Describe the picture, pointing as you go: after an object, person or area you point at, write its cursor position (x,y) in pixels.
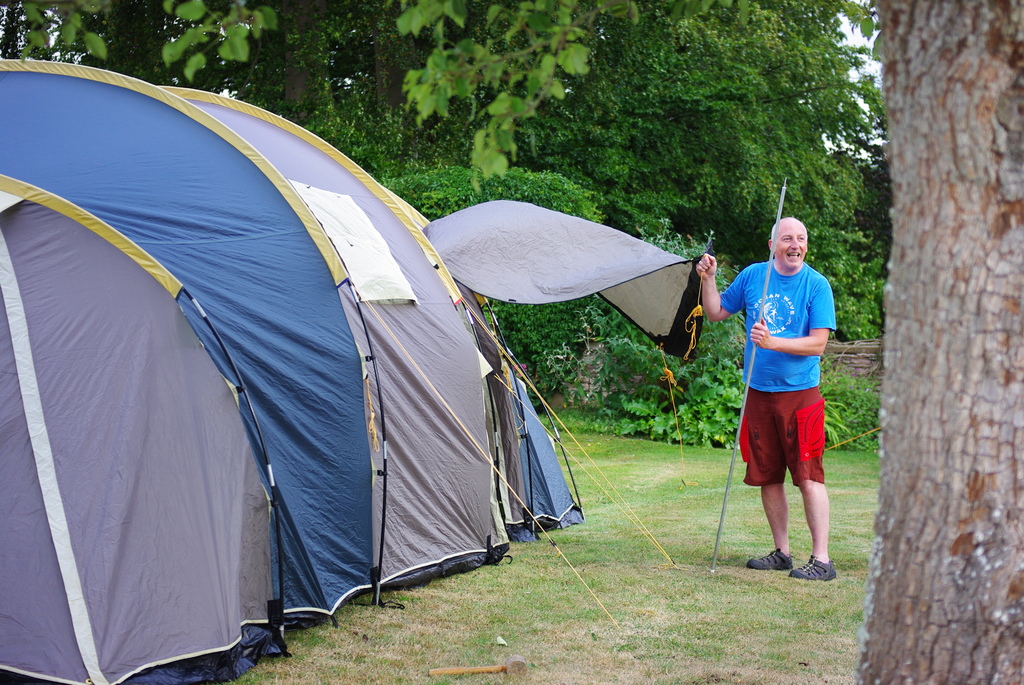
On the right side of the image (786,460), we can see tree trunk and person (772,426) is standing and holding a metal rod (766,289) and rope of a tent (347,430). Here we can see tent (131,456) and hammer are on the grass (836,521). In the background (406,122), we can see plants (603,372) and trees (464,128).
